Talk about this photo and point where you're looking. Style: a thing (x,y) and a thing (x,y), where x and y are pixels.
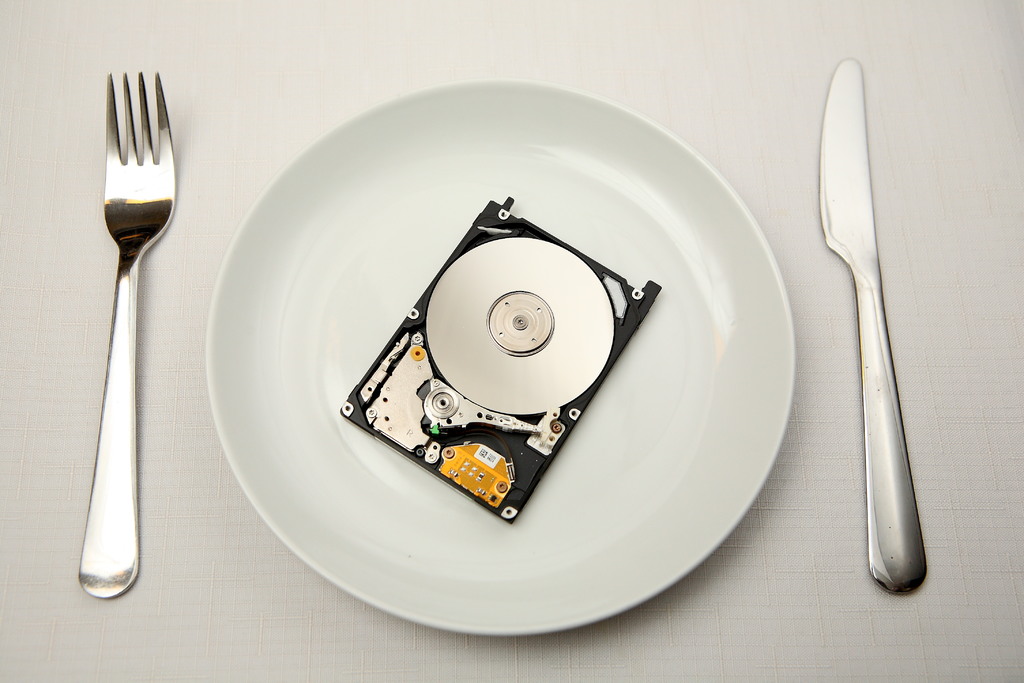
In the image there is a plate (397,461) and on the plate (379,327) there is some object (451,423), on the left side (144,151) there is a fork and on the right side (867,282) there is a knife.
